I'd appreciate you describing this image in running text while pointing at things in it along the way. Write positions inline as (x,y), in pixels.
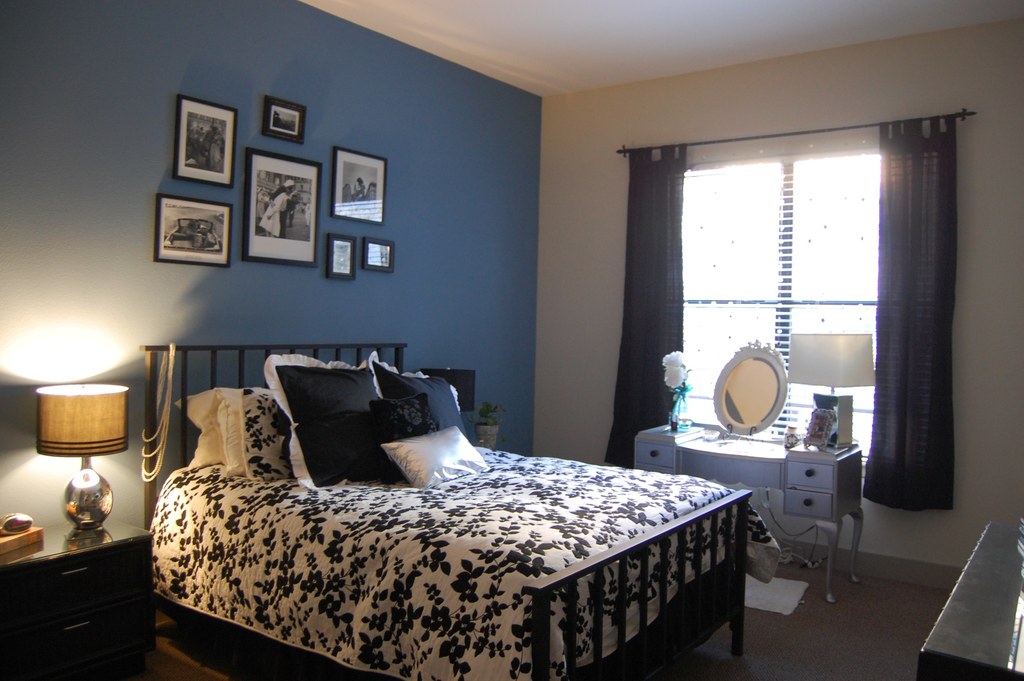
In the center (404,444) we can see one bed (514,497). On bed (524,524) we can see bed sheet (428,542), pillows (326,434). And coming to background (738,276) we can see photo frames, window (714,382), curtain (886,365), table (761,460), mirror (739,376), flower vase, lamp (837,372) and few more objects (125,610).
